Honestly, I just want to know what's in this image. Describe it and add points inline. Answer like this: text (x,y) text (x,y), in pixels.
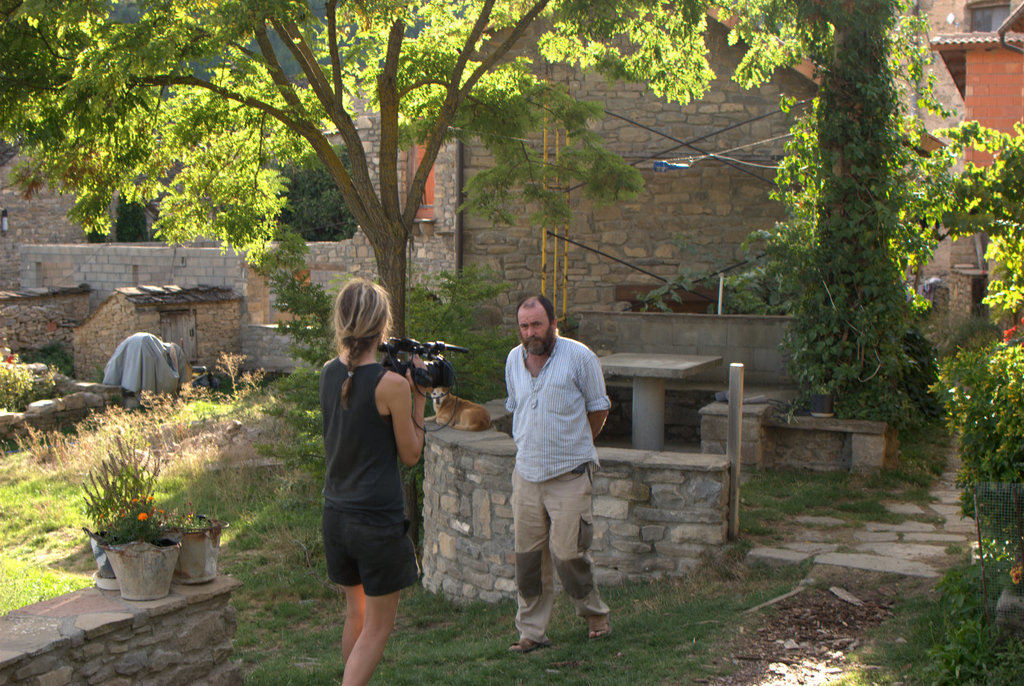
In this picture there is a person (600,380) standing and there is a woman (369,388) standing and holding the camera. At the back (445,392) there is an animal (456,410) sitting on the wall (441,461). At the back (408,474) there are trees (1017,164) and buildings (197,273) and wires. At the bottom (399,656) there are plants (168,512) and there is grass (71,458).
